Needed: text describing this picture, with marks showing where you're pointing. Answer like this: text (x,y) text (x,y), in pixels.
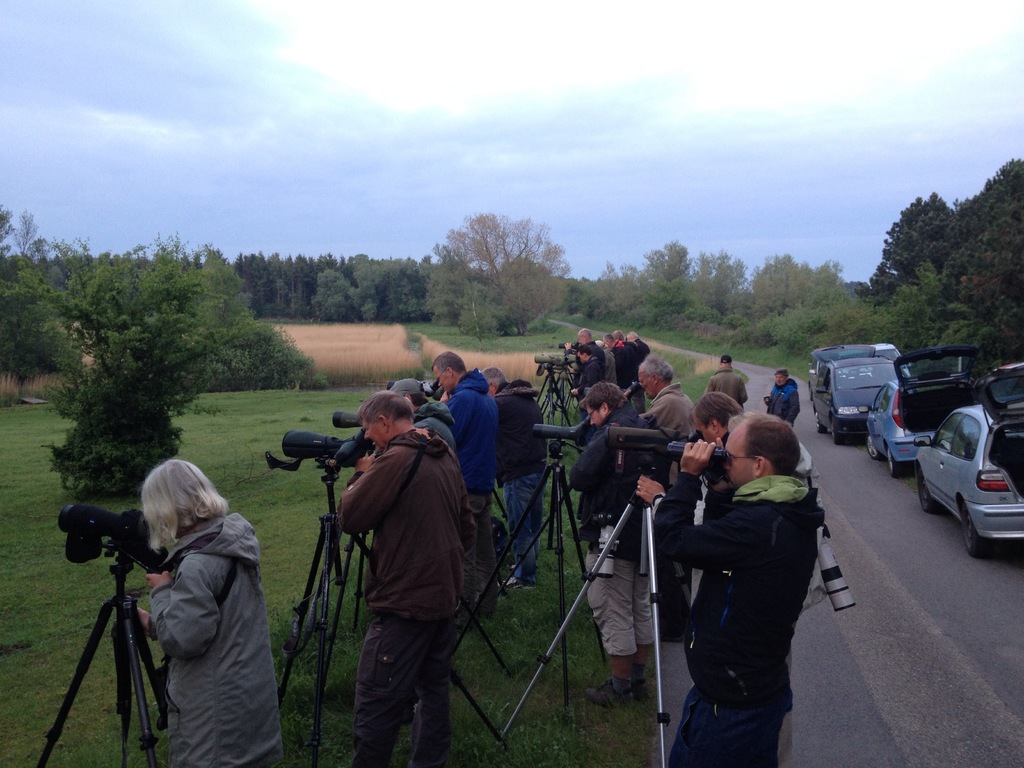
There is a group of persons (408,582) standing and holding a camera (625,447) as we can see at the bottom of this image (368,558). There are four vehicles (880,447) parked on the road (869,490) on the right side of this image (926,470). There are some trees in the background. There is a sky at the top of this image (478,133).
